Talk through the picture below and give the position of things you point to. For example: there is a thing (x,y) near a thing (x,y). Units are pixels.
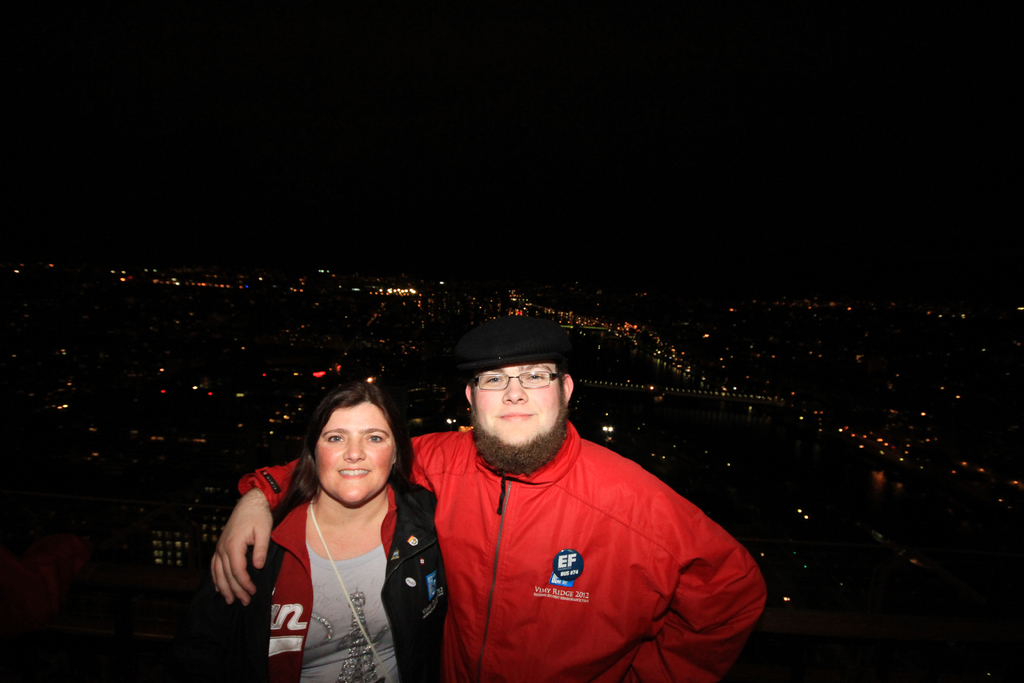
In this image we can see a man (262,496) and a woman (371,539). Man (494,500) is wearing specs (510,378) and cap (544,334). In the background (295,216) it is dark. And we can see lights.
